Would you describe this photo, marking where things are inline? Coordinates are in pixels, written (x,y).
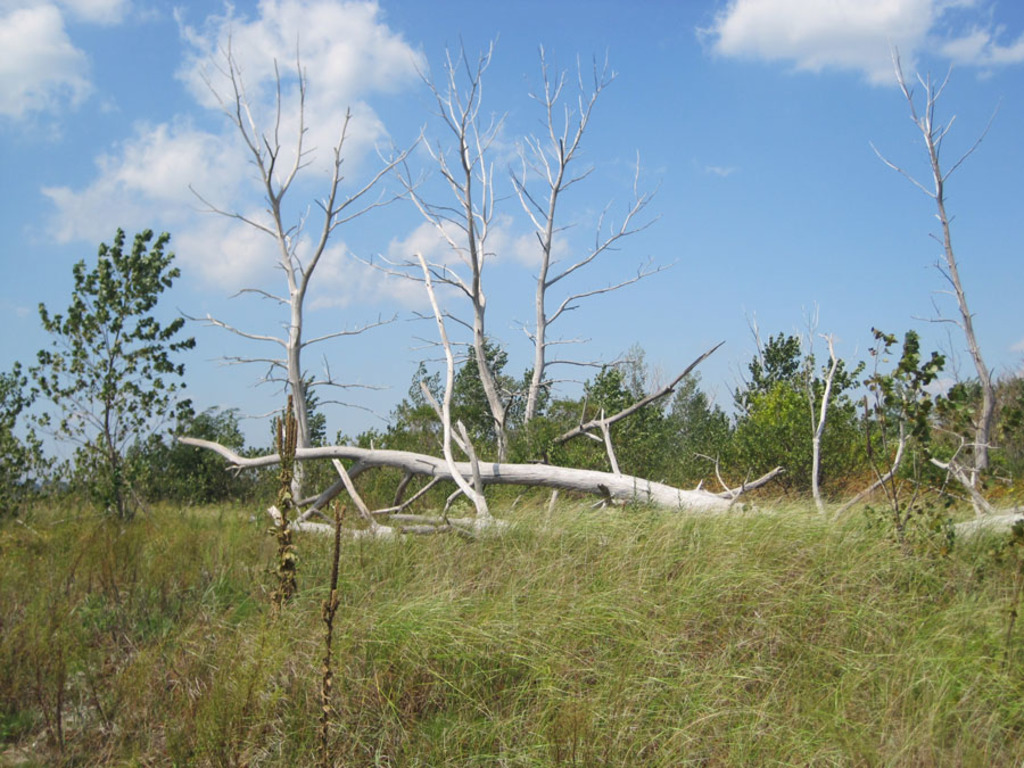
In this picture there is greenery (187,464) in the center of the image (549,411) and there is sky (674,61) at the top side of the image (788,188).
